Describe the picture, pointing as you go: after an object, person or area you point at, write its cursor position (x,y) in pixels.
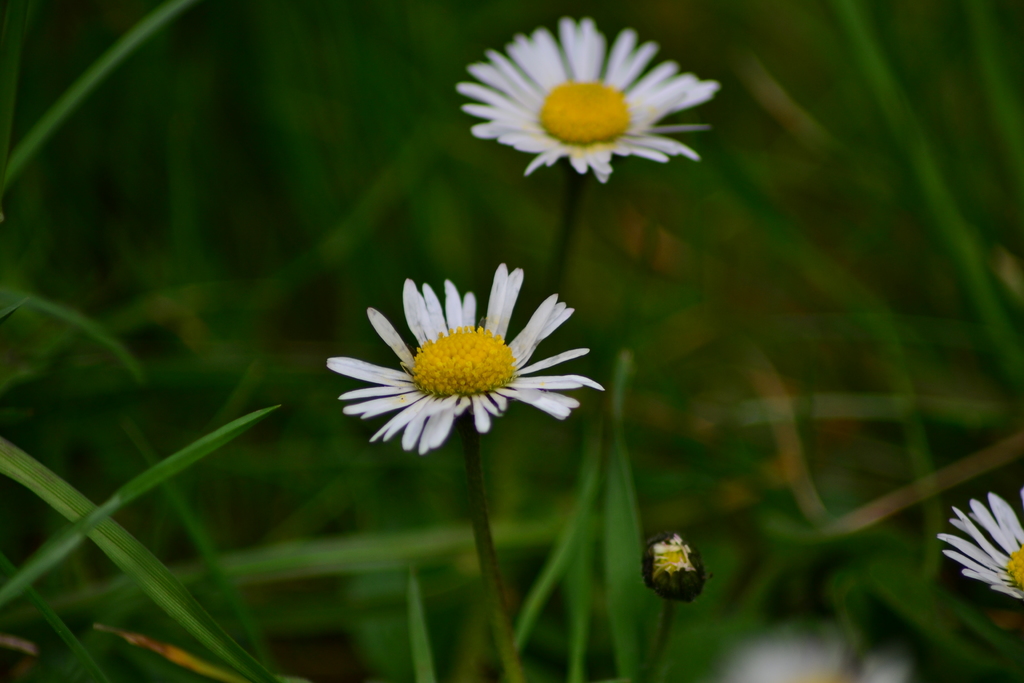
In this picture we can observe two flowers (570,124) which are in white and yellow color. We can observe grass (270,578) in the background (272,364).
